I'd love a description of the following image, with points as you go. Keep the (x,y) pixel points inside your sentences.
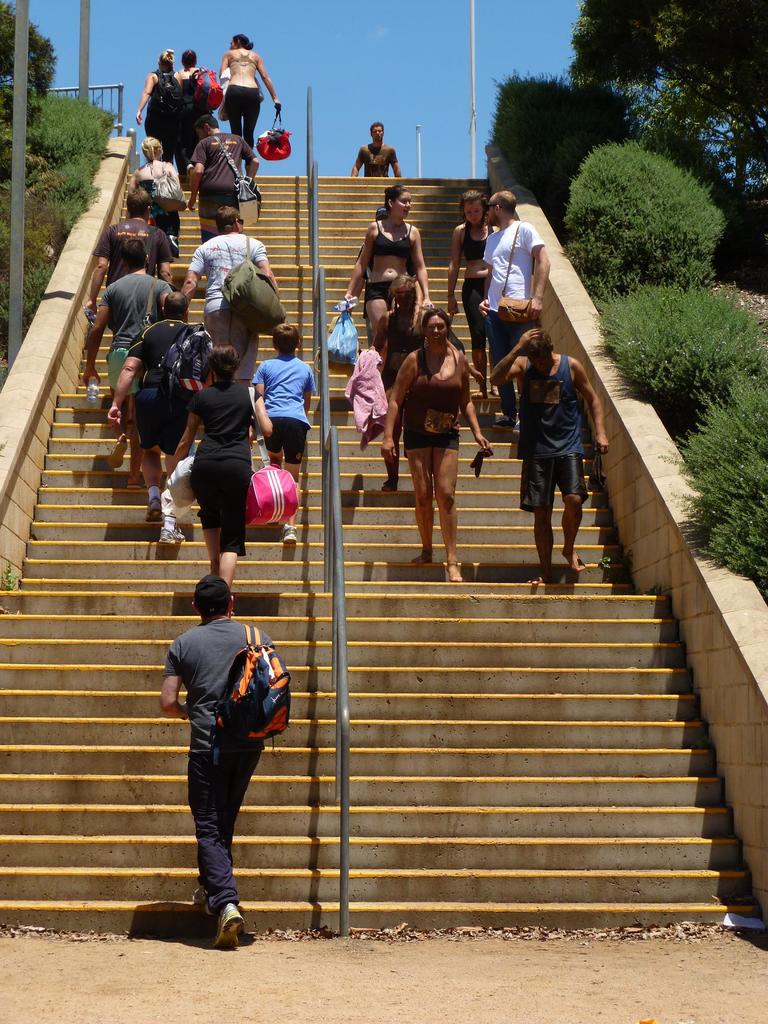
In this image we can see a group of people (201,869) are standing on the staircase (35,691), there is a metal rod (321,391), beside there are trees (499,140), there are poles (19,105), there is sky (358,118) at the top (358,118).
